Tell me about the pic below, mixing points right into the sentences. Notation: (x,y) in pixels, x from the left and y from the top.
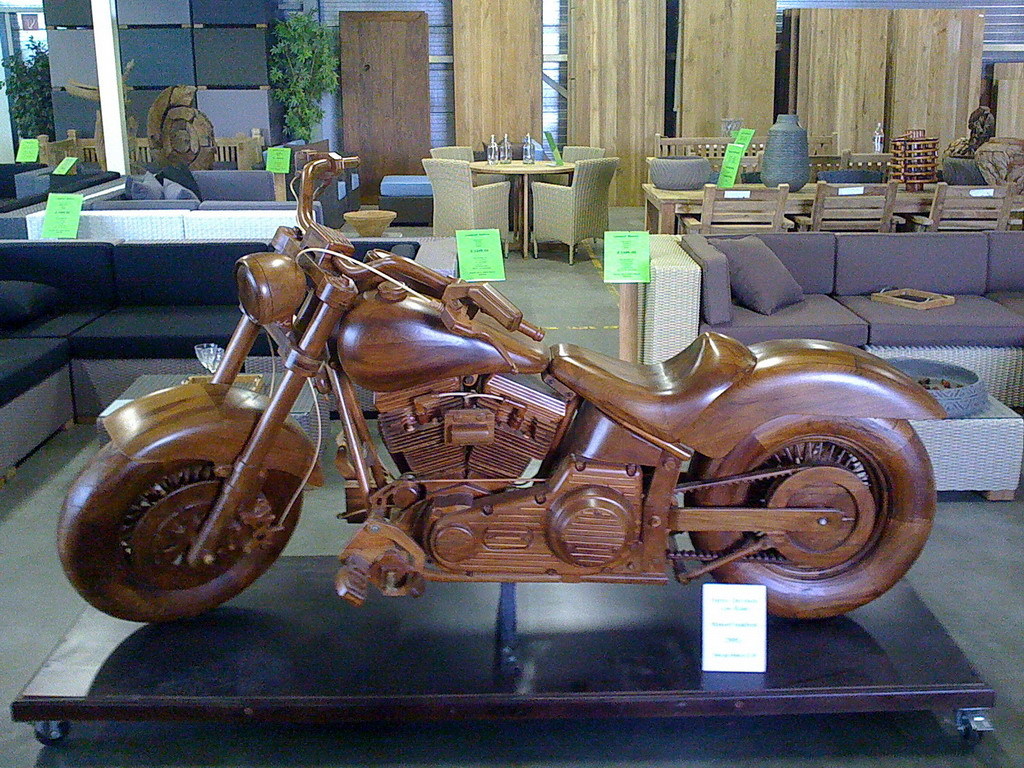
In this image we can see a wood carving (435,443) in the shape of a motorbike. Background (566,159) there are chairs (588,185), tables (805,185), couches (810,265), pillows (22,290) and cards (737,144). On these tables (518,168) there are bottles (878,151). This is a vase (780,181). Far there are plants (274,79).
